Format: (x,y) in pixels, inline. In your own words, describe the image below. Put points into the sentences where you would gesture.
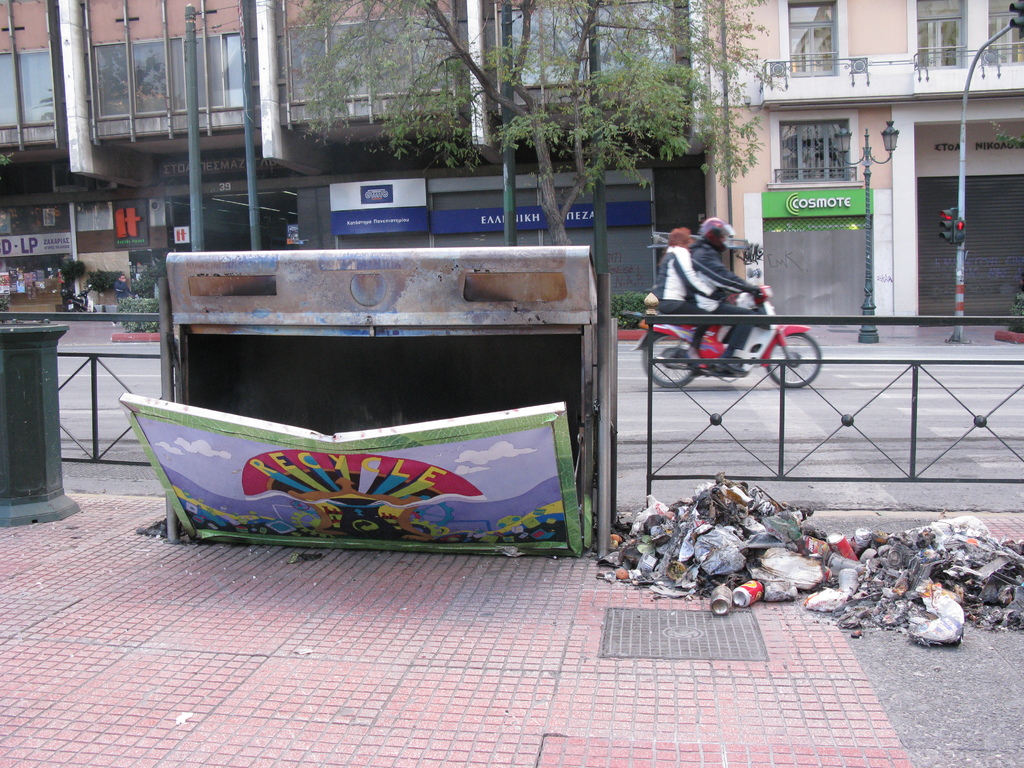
In this image, we can see two persons (698,289) sitting on the bike (710,333) and on the bottom right (723,580), there is a waste (730,609) on the side way (619,686). In the background (157,108), there are trees (336,115), buildings (455,190), name boards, poles (964,192), lights (893,144) and some plants (139,306) are there.
